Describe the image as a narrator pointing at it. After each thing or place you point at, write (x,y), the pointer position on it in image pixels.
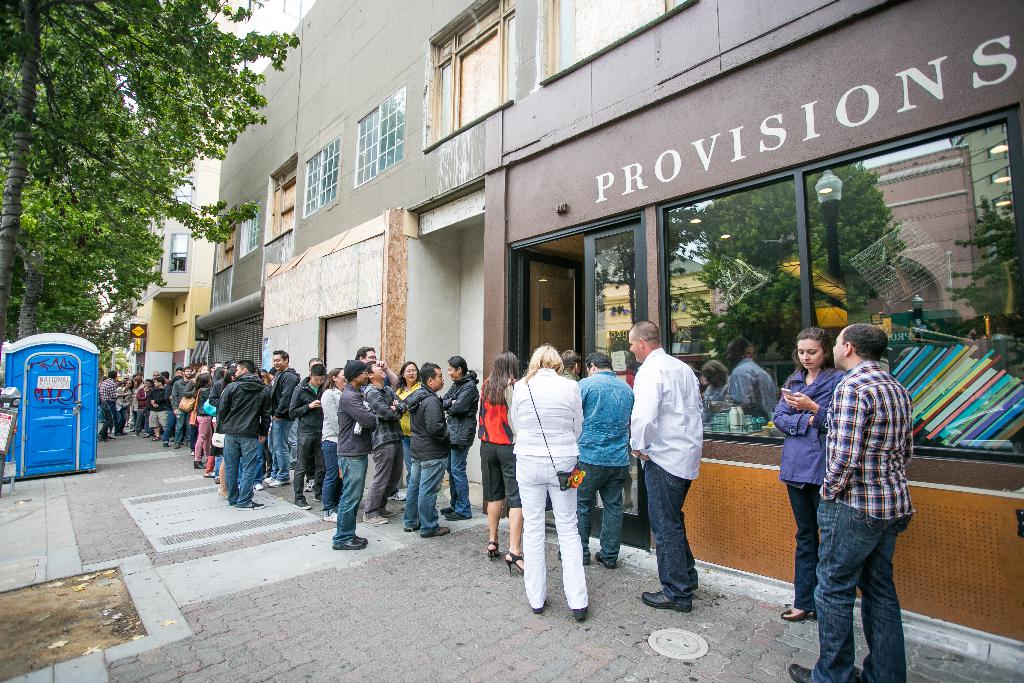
As we can see in the image there are buildings (370,192), trees (185,160), banner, door (548,301), windows (324,164) and many people (512,374) standing in a queue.
